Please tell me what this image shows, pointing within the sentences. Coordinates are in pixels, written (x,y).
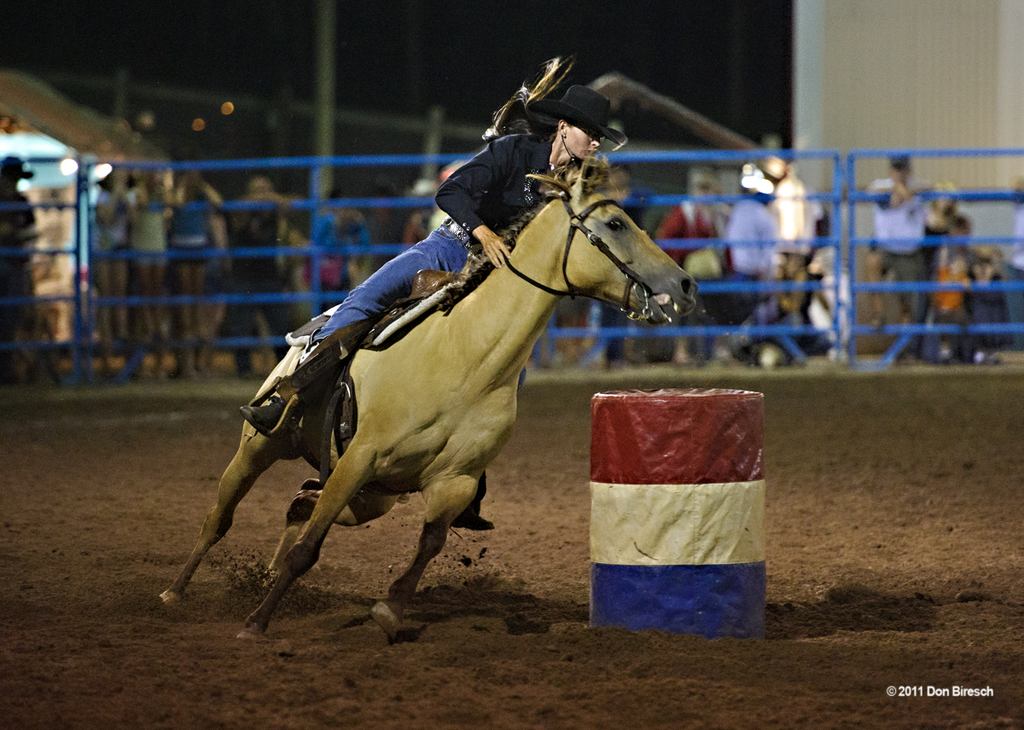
In this picture, we can see a person (454,197) in the black shirt (492,177) with a black hat (566,108) is riding a horse (389,354) on the path (980,679) and behind the horse (369,379) there is a fence (211,253) and groups of people (742,229) standing on the path (946,669) and some blurred items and on the image there is a watermark (940,691).
